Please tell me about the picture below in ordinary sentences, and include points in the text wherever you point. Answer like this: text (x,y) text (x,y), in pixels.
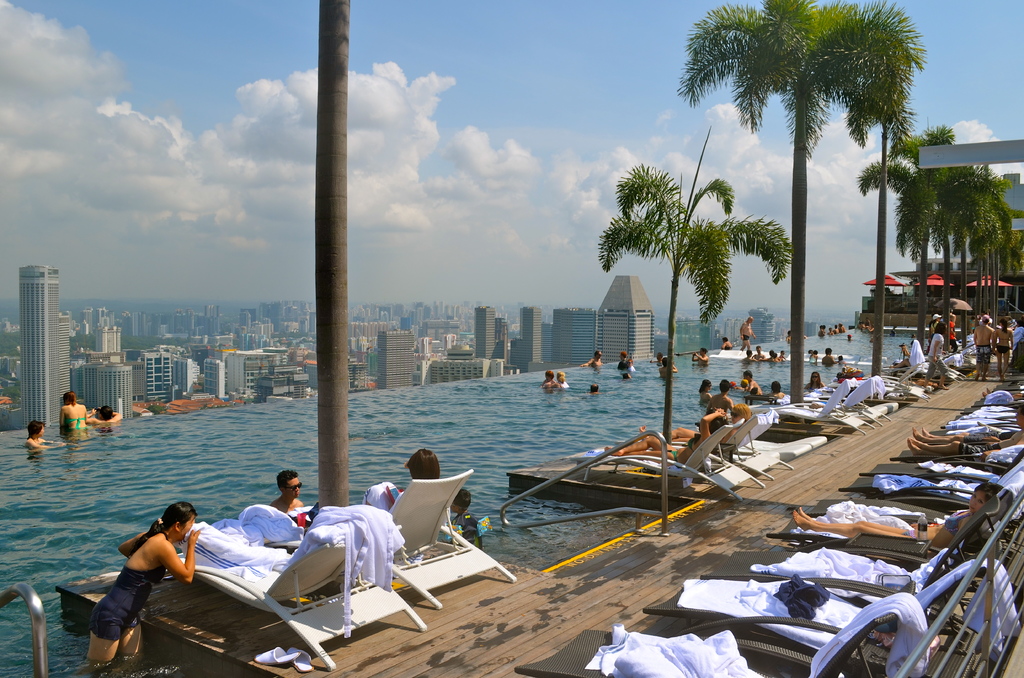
In this image we can see a few people (706,425), among them some people (562,375) are in the water (521,555) and some people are sitting on chairs (298,569), there are some trees (1004,186), buildings (887,309) and huts (988,282), in the background (905,268) we can see the sky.
